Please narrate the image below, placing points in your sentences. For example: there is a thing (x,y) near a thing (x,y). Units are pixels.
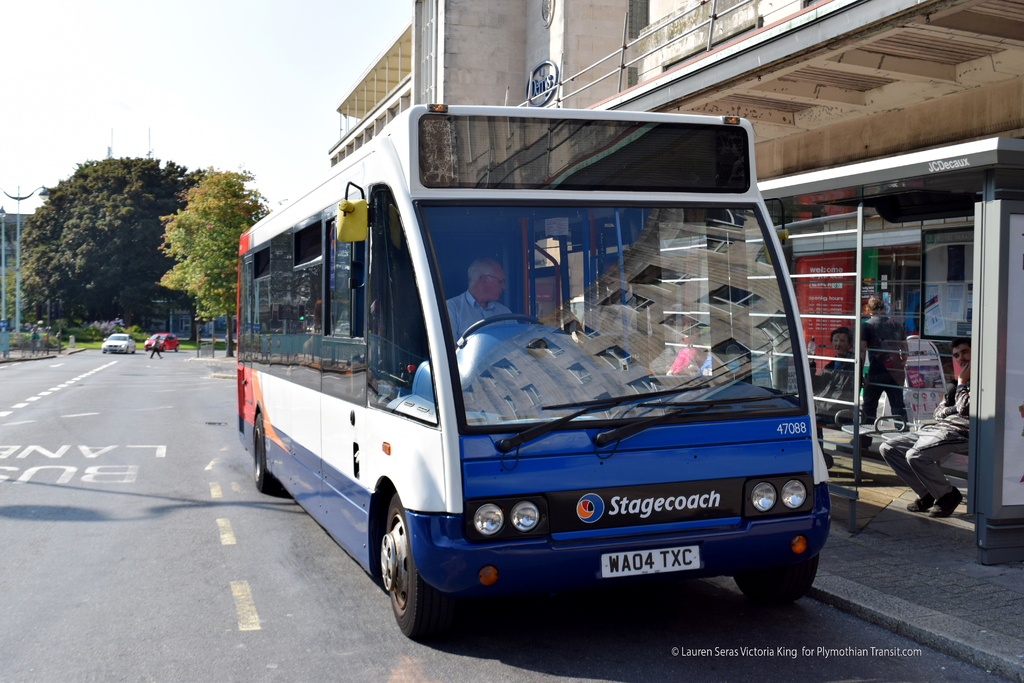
In this image I can see a road (146,438) and on it I can see two cars (161,338), one person (157,357) and a bus (283,472). I can also see one man (493,309) is sitting in the bus (512,310). On the right side of this image (791,123) I can see a building (668,39), a bus stop (913,293), three persons (834,378) where two are sitting and one is standing. I can also see few boards (949,252) on the right side (1006,267) and on it I can see something is written. In the background (201,239) I can see few poles (17,313), few trees (144,190), the sky (128,149) and on the bottom right side of this image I can see a watermark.
